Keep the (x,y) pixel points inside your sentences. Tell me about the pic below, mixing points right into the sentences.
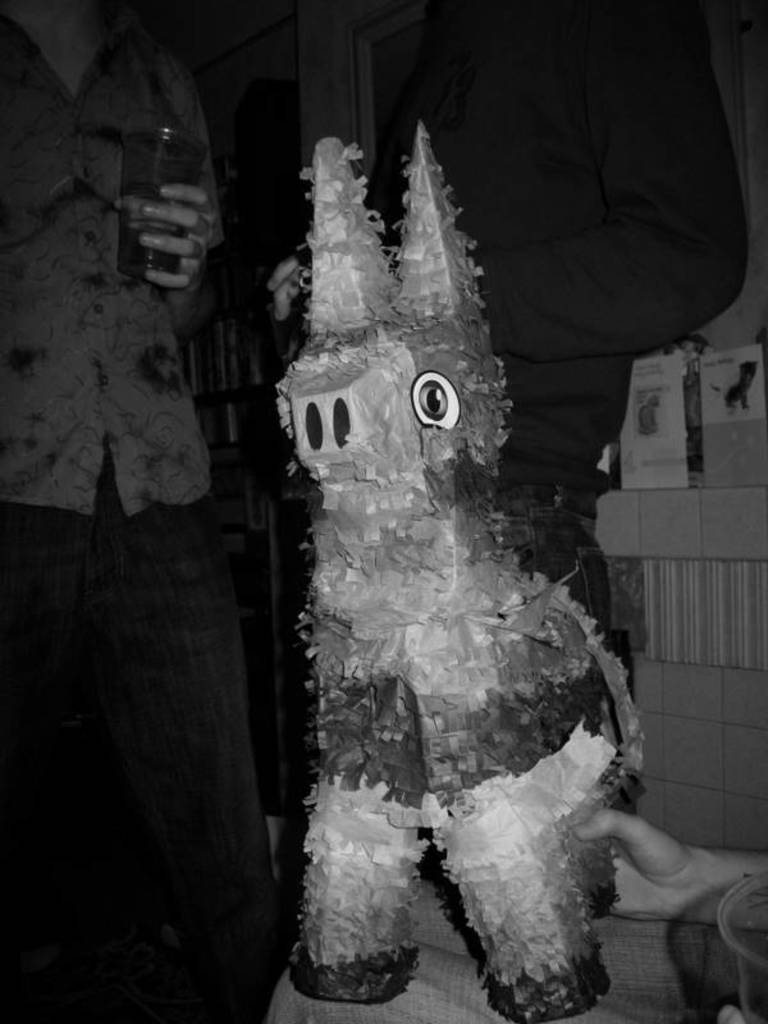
In this picture there is a toy (567,694) in the center of the image (388,469) and there is a man (193,628) who is standing on the left side of the image (147,233), by holding a glass (163,229) in his hand (173,237) and there is another person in the bottom right side of the image (718,990) and there is a desk (748,622) in the background area of the image (683,749).
